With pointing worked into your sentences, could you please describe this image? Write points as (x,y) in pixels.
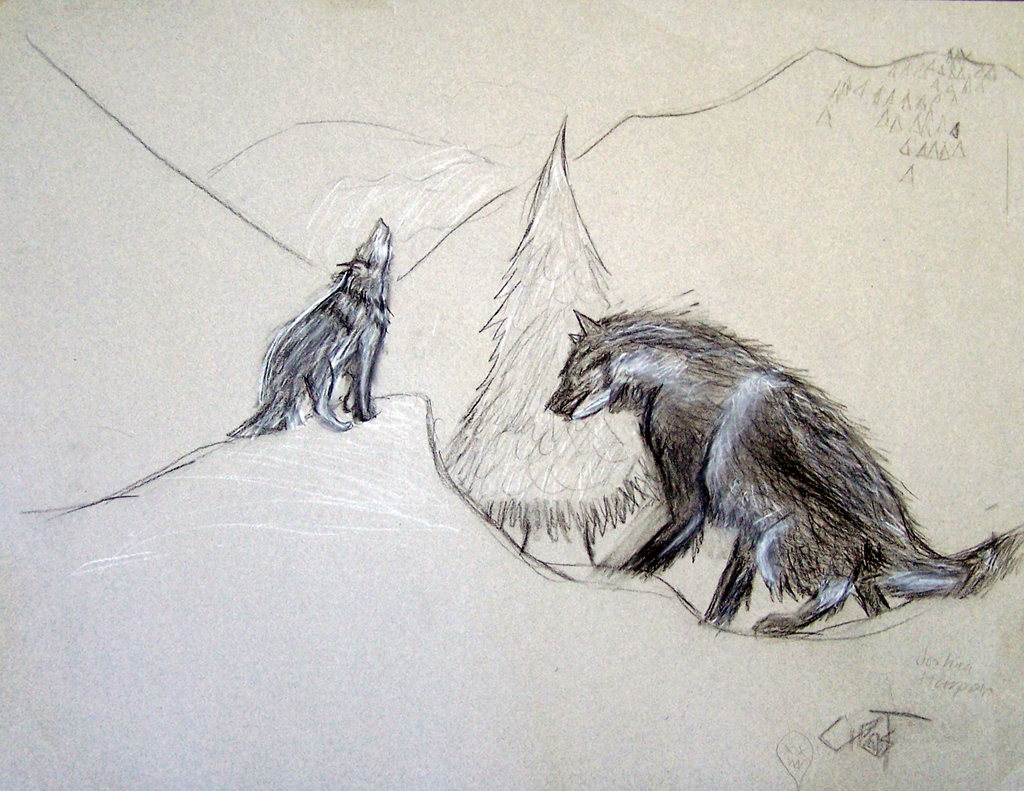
In this picture we can see a paper (391,686), in this paper (663,552) we can see sketch (723,497) of two animals (723,496) and a tree (548,374).
